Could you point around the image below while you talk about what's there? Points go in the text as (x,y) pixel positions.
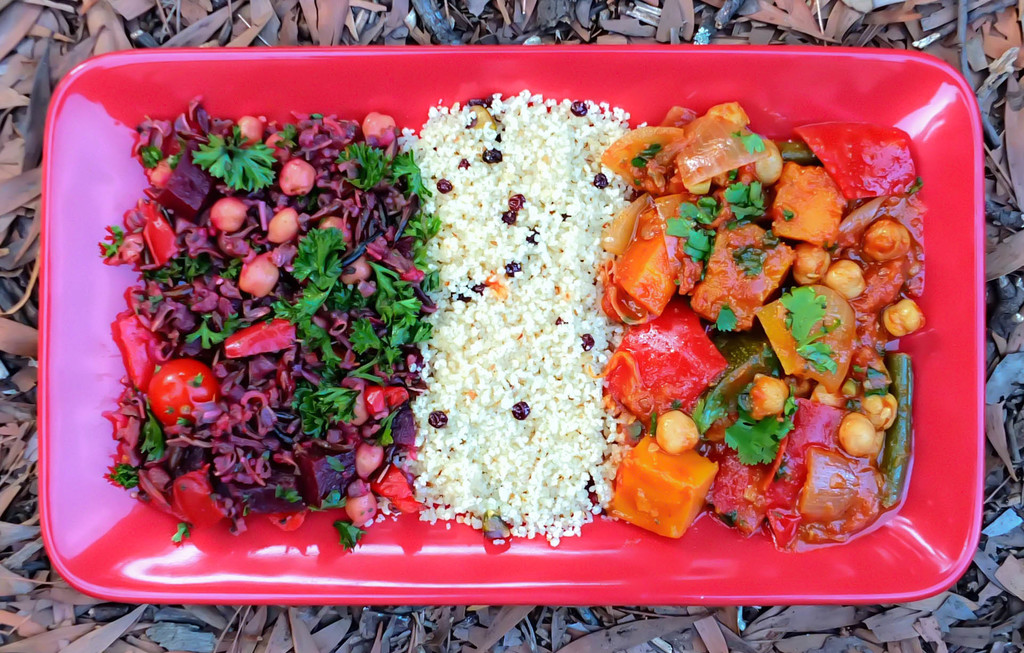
This image consists of food (438,271) kept in a plate (820,571). The plate (642,558) is in red color. At the bottom (6,476), there are dry leaves (27,57) and small stems (979,13) on the ground (235,605).
